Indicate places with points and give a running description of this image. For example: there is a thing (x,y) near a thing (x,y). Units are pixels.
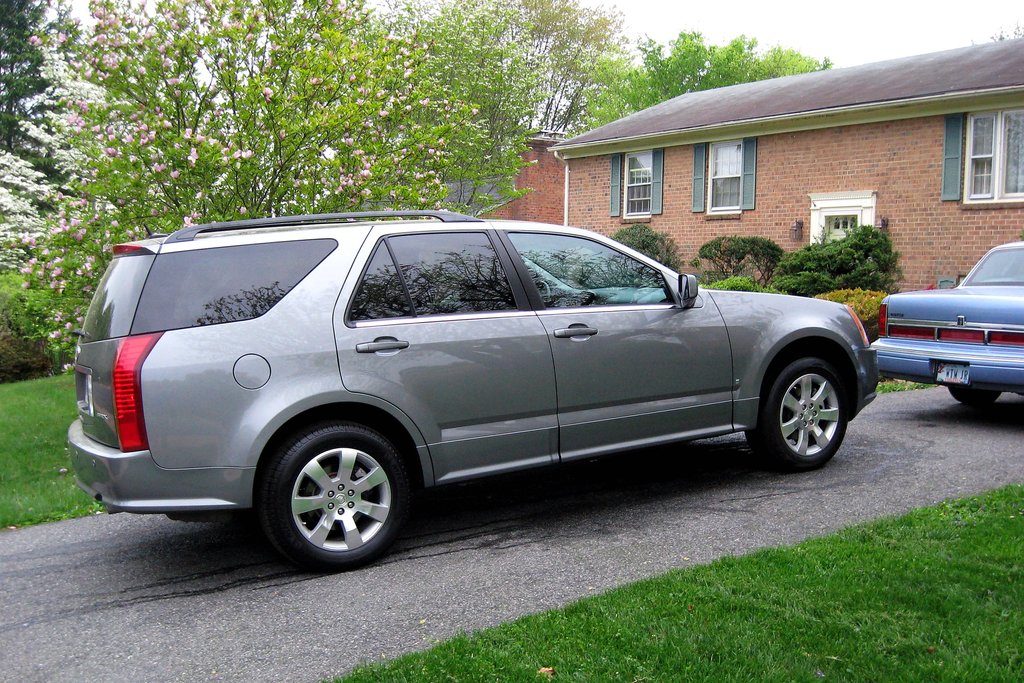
In this image I can see a car (535,466) on the road (597,534), on the right side (785,189) there is a house (744,150). On the left side (227,131) there are trees (401,159).
